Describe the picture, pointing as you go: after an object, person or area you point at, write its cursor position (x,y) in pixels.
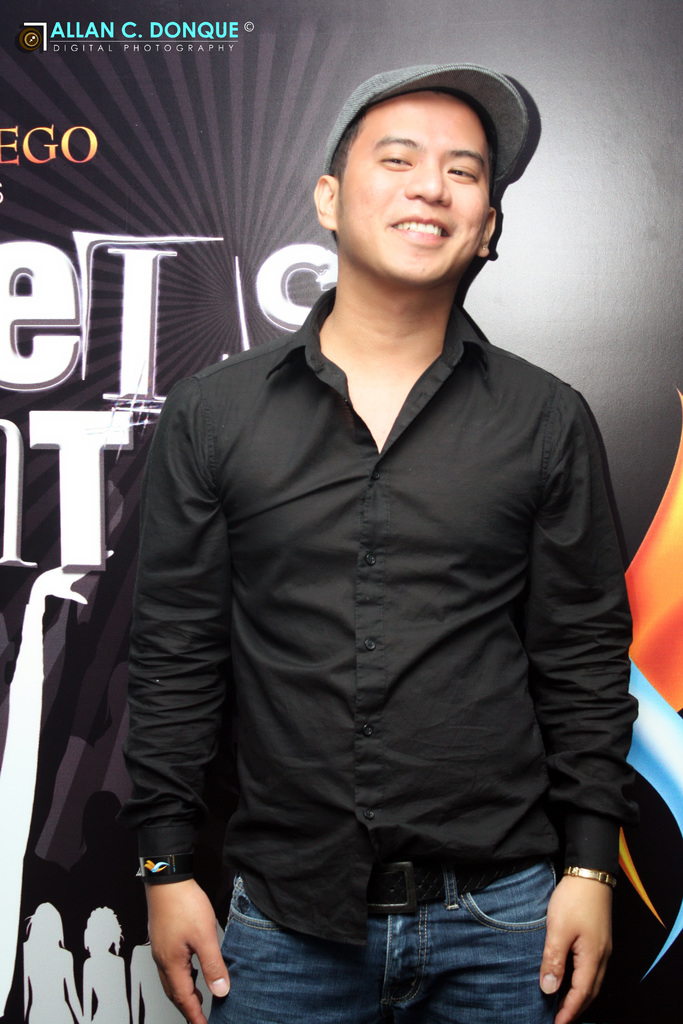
This image is clicked inside. In this image, there is a man (263,834) standing and wearing a black shirt (356,892) and blue jeans (478,972) along with a cap (458,90). In the background (101,681), there is a banner (136,220) in black color.
